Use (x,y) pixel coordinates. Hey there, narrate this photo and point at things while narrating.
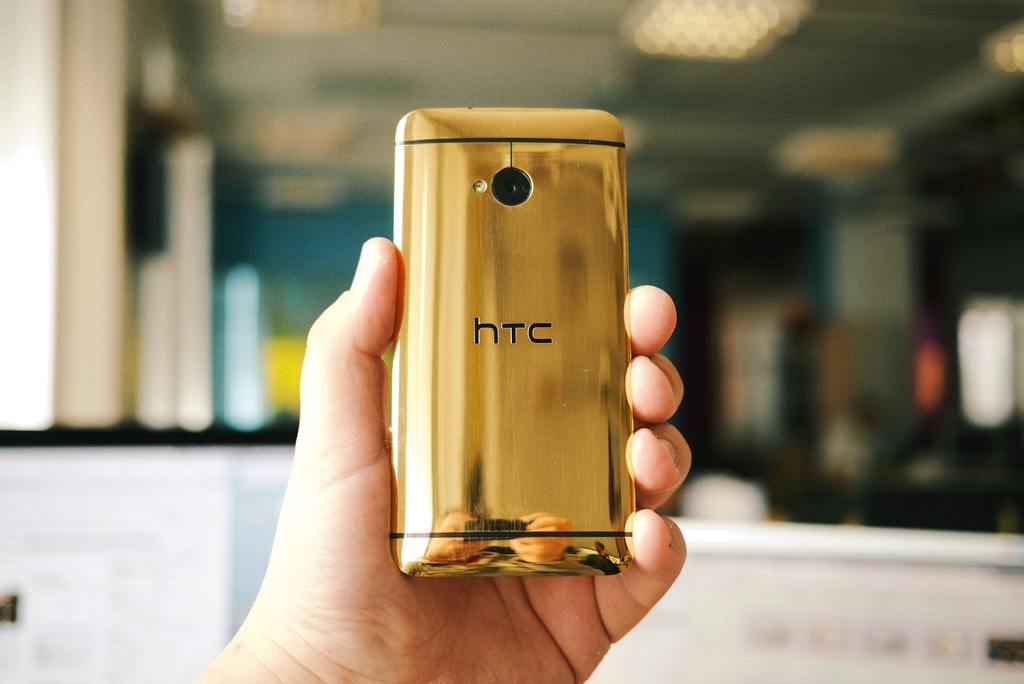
In this image we can see a human hand (592,607) is holding a mobile (539,342). The background (52,408) is blurry.
